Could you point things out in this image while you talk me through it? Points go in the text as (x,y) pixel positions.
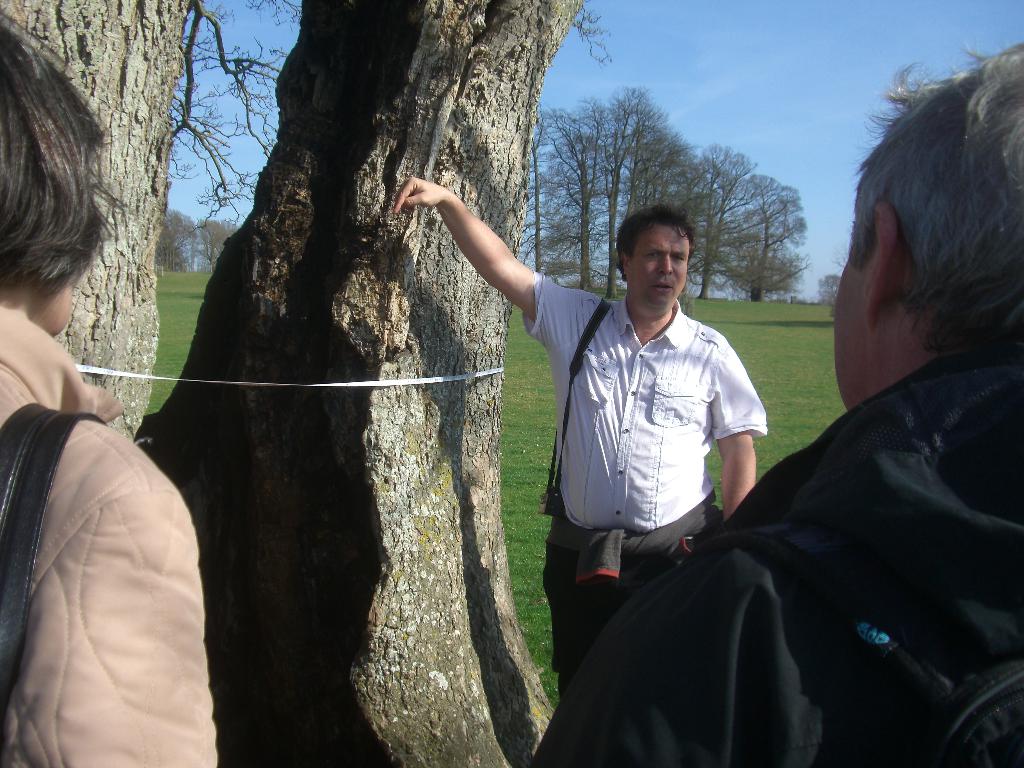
In this picture we can see three people (709,665) on the ground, here we can see a measuring tape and in the background (769,194) we can see trees (754,247), sky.
